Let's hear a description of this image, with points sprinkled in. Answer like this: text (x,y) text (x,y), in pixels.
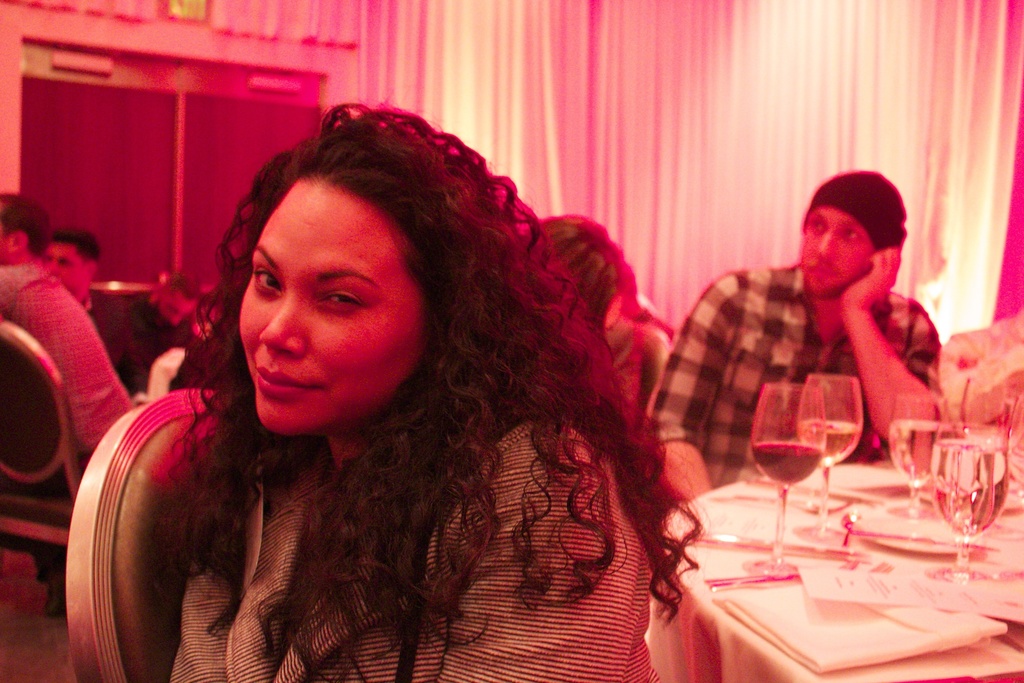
In this image we can see a few people (455,330) sitting on the chairs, there is a table (827,584), on the table (810,546), we can see the glasses (814,447) and some other objects (820,549), in the background (815,146), we can see the curtains (884,87).
